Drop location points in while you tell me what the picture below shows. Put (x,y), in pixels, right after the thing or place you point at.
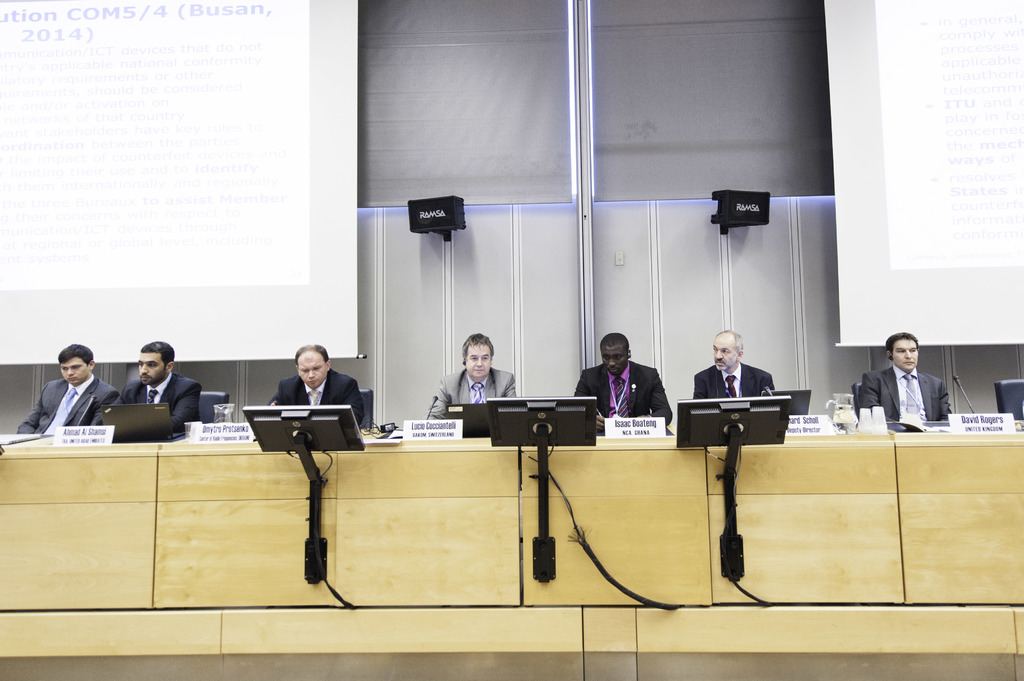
In this image we can see a group of people (339,380) sitting beside a table (558,450) containing some name boards (94,435), monitors (319,556), a laptop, jars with water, glasses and some mics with stand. On the backside (286,261) we can see some lights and a display screen (269,306) on the wall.
